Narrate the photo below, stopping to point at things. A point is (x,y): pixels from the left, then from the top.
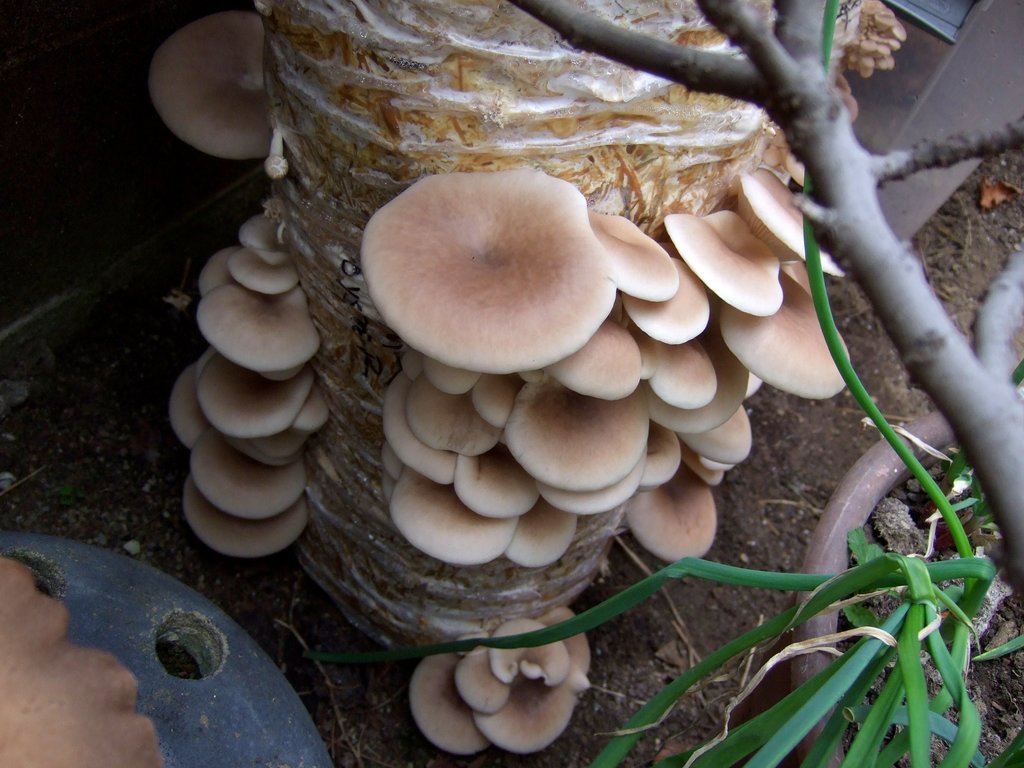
In this image I can see a fungus (395,519) which is cream color and I can see plants (932,479) in green color.
